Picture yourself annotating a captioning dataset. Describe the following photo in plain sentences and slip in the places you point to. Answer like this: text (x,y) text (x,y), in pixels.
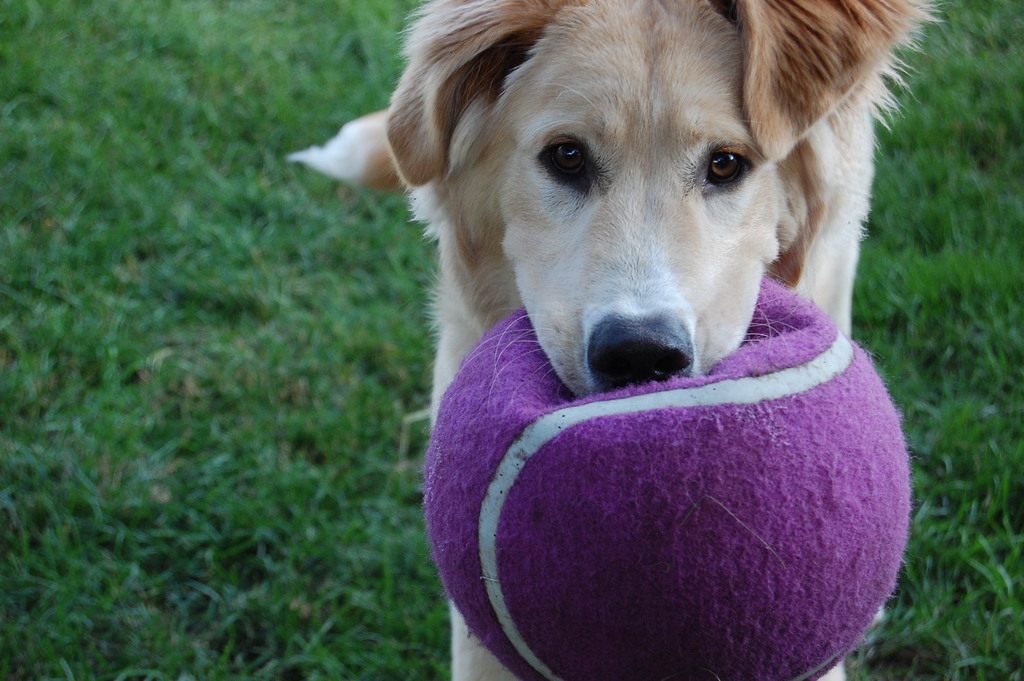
There is a dog (805,121), holding a purple color ball (679,403) with the mouth (702,361) and standing on the grass (938,396) on the ground (359,270).
